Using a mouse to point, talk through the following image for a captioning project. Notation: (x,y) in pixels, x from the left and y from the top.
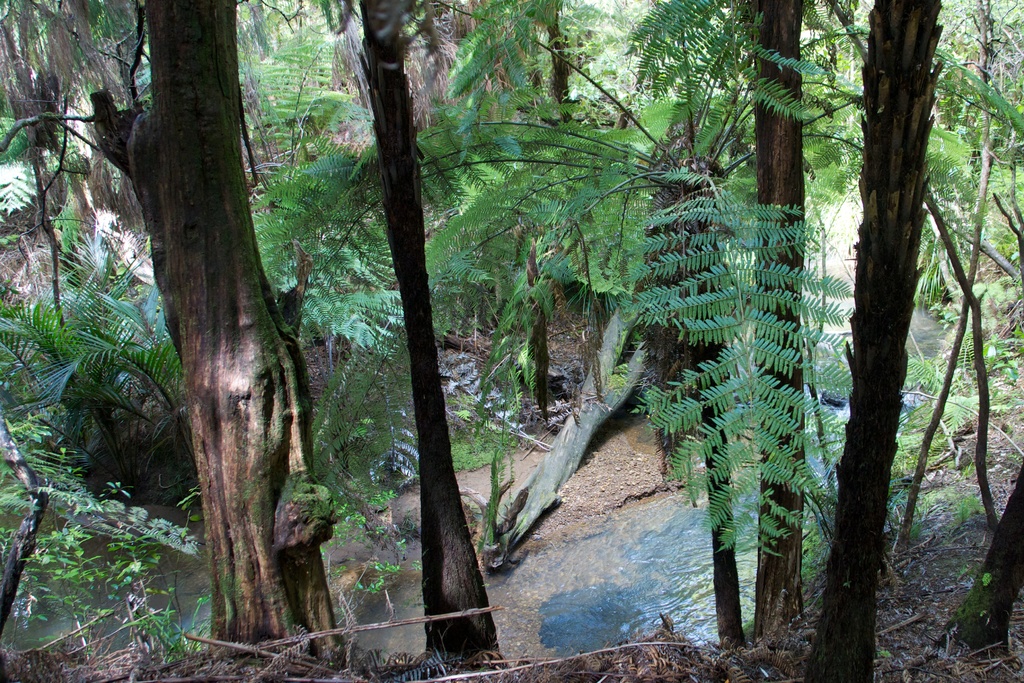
In this picture there is a view of the forest (503,548). In the front (331,589) we can see tree trunk (855,500). Behind there are some green trees (457,316).
